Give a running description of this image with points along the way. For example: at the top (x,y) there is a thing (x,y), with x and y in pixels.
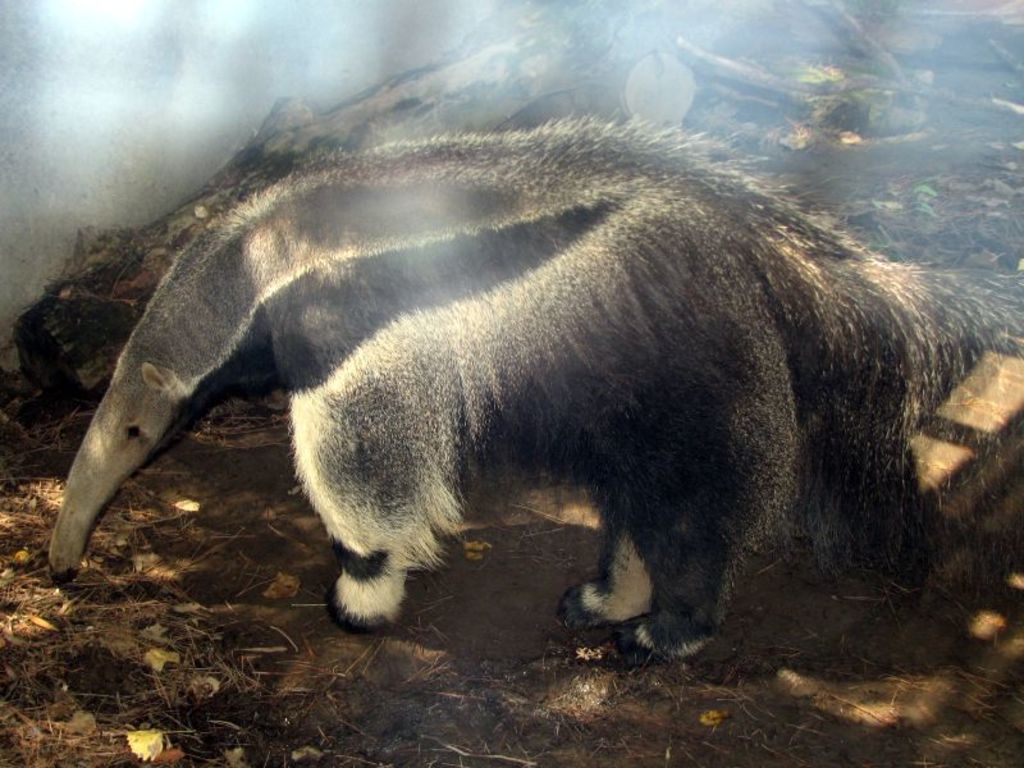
In this image in the center (390,338) there is an animal (682,395) standing and there are dry leaves (178,632) on the ground (415,709).
